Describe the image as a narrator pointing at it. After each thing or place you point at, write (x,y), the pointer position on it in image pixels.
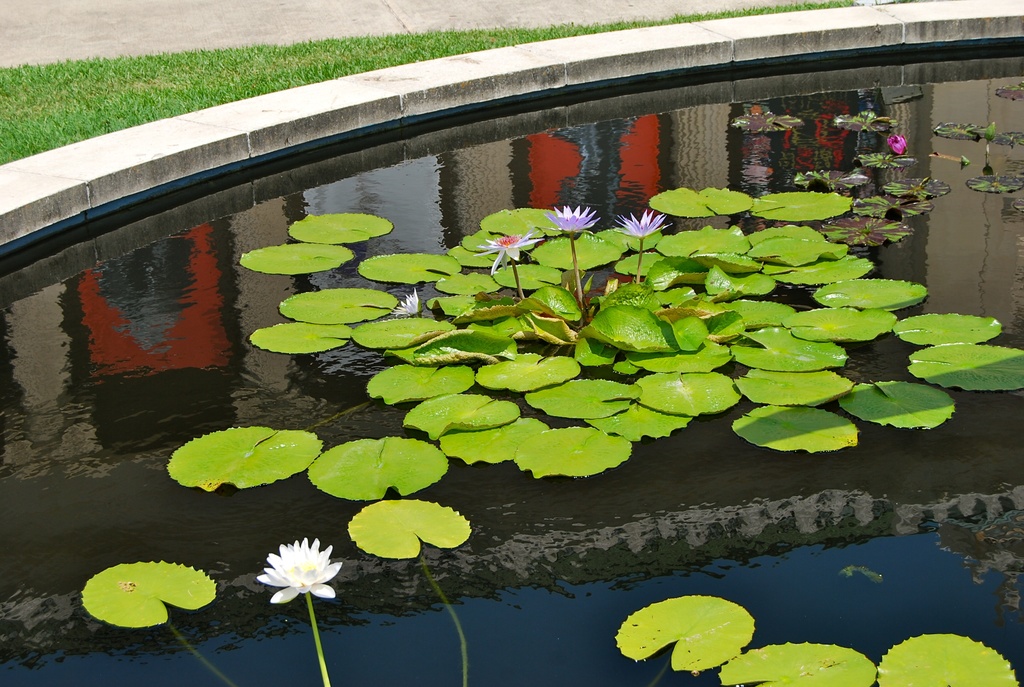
In this image we can see lotus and lotus leaves (744,421) in the pond (1001,462). Here we can see the grass (291,62).
